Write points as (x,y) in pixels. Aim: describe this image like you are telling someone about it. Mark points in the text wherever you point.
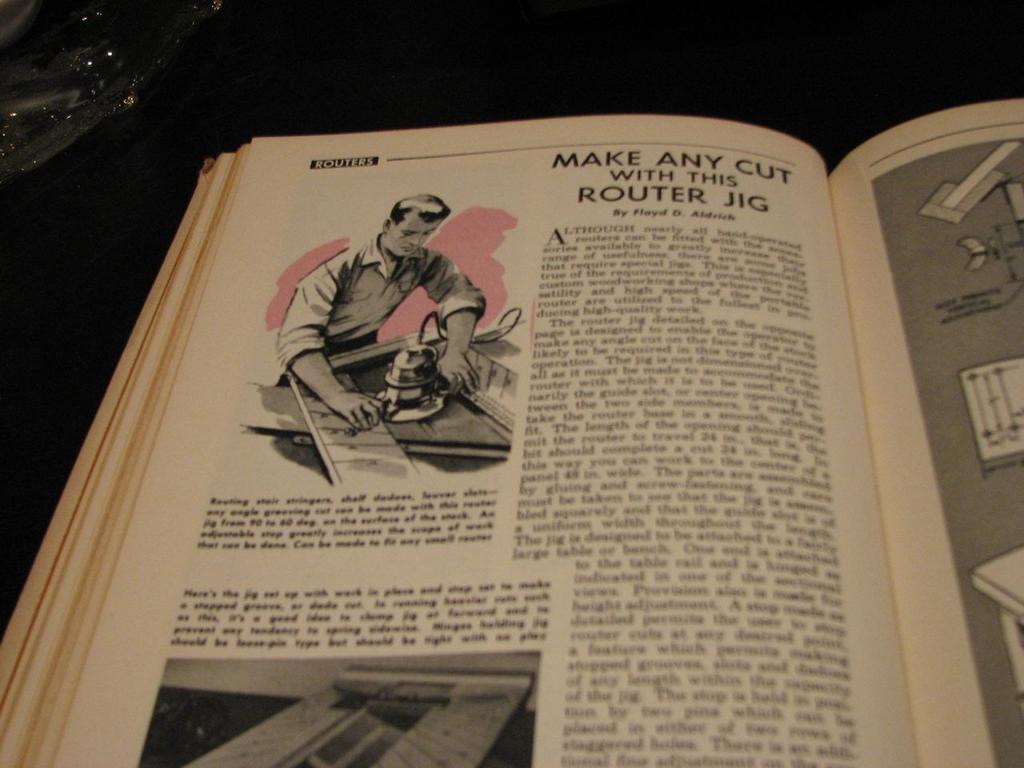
In this image in the center (499,507) there is a book (287,468) and on the book (636,435) are some text (654,387) written and there are images (386,436).
